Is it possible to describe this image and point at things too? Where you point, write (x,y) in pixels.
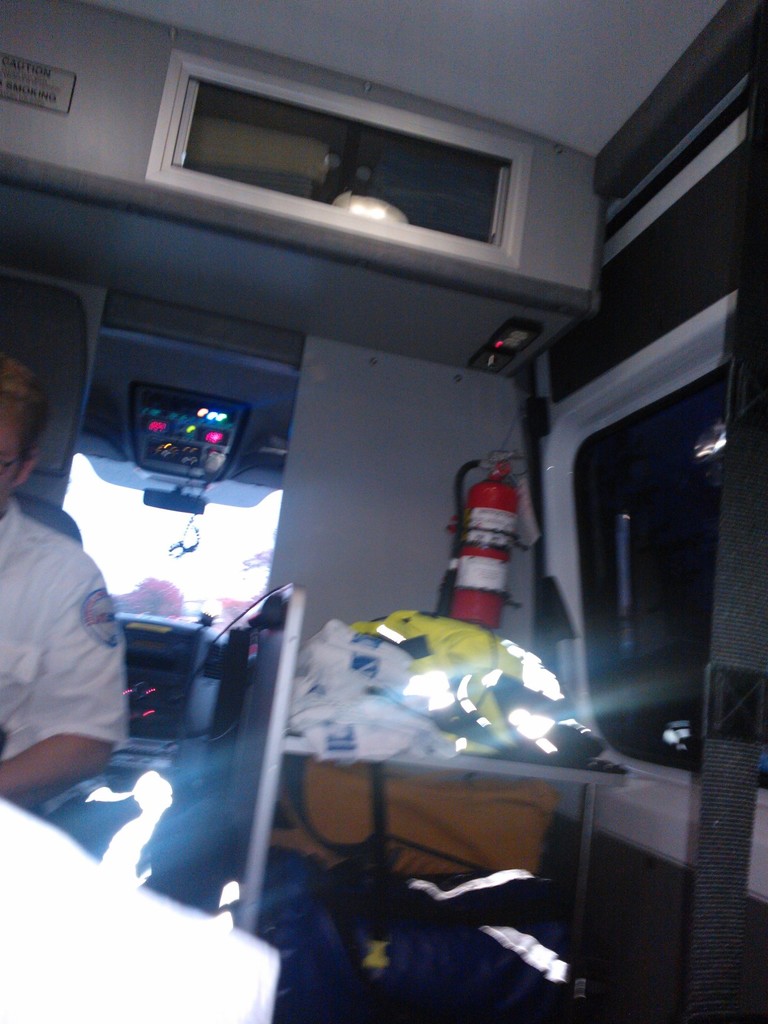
In this image I can see a person (41,631), a fire extinguisher (478,546), a table (435,759) which has some objects (439,728) on it and some other objects (342,1012) on the floor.
